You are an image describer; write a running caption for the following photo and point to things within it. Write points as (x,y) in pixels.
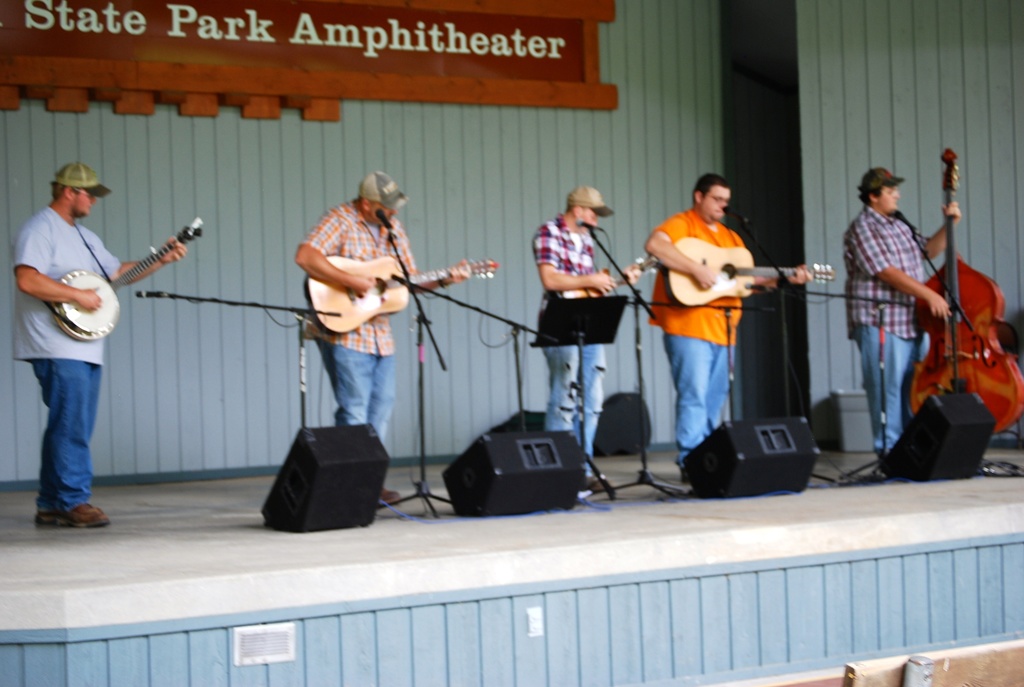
In this image there are five persons (369,220) standing on the stage (202,483). There are playing a musical instruments (785,268). There is a mic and a stand (431,330). On the stage (374,537) there are speakers (341,473). At the background (66,62) we can see a board (307,72) in a brown color.
